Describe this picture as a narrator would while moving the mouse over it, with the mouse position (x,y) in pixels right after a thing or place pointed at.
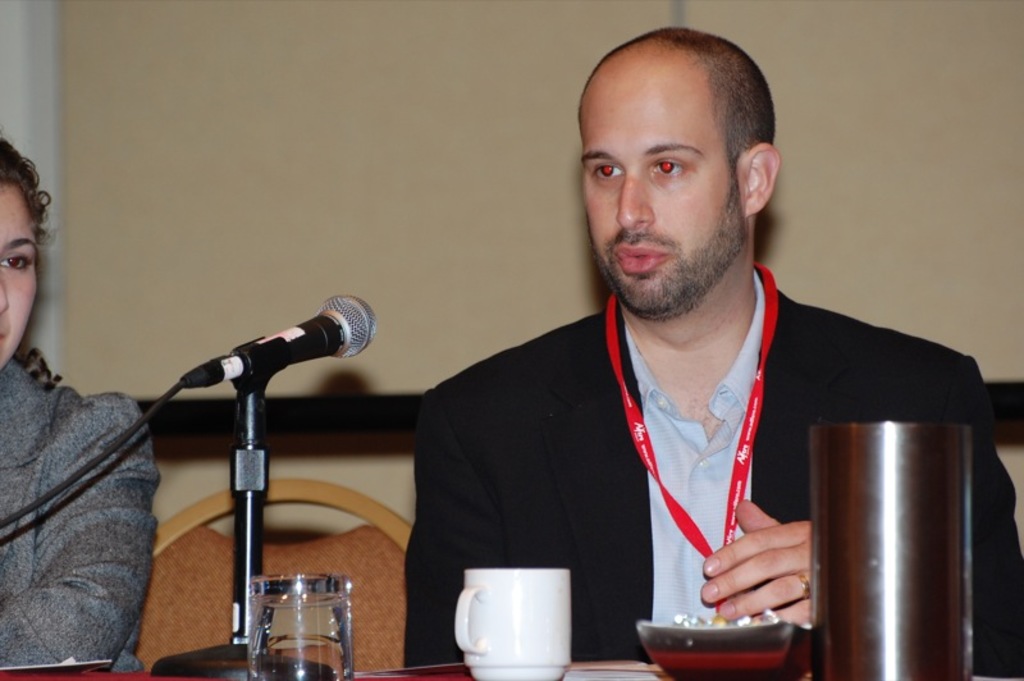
In this image we can see persons (461,484) sitting on the chairs (183,514) and a table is placed in front of them. On the table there are glass tumblers (340,633), food (711,625) in the bowl (688,639), mic (257,348), cable (213,364) and a beverage cup (506,569).
